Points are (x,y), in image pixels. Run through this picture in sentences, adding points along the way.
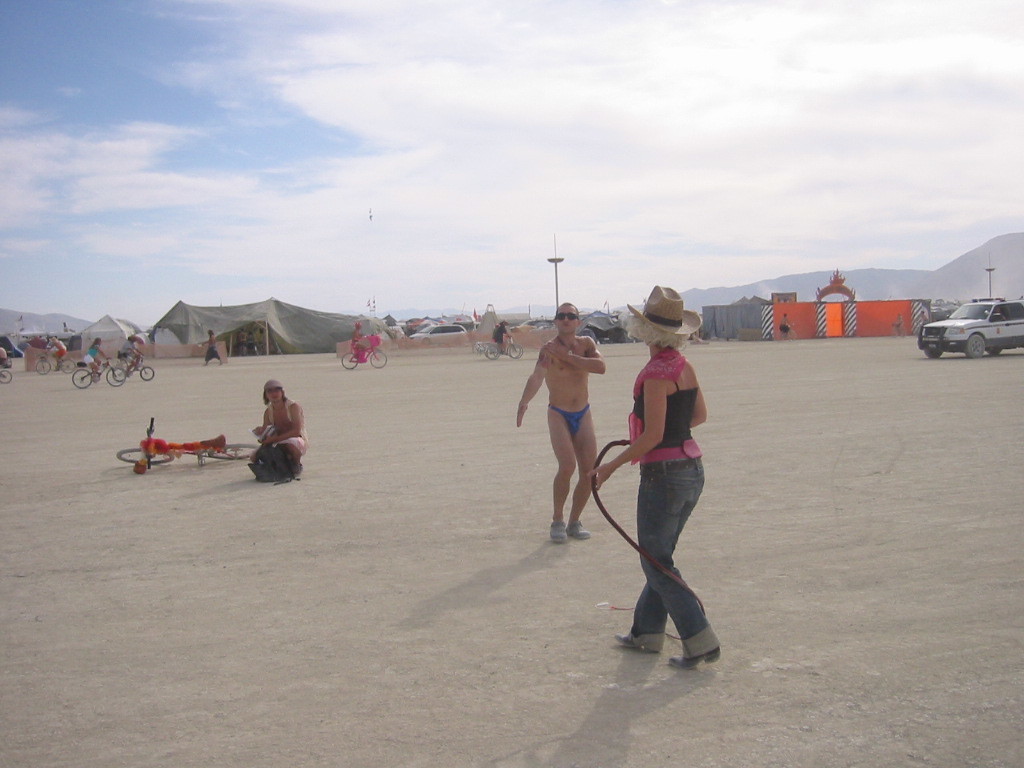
In the ground (231,586), some people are riding bicycles (520,352) and in the front (662,474) a woman (639,649) is walking on the ground (565,589), she is looking at a person (564,427) in front of her and he is wearing a blue thong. In the background (841,268) there are some mountains (865,278) and sky (269,148).
